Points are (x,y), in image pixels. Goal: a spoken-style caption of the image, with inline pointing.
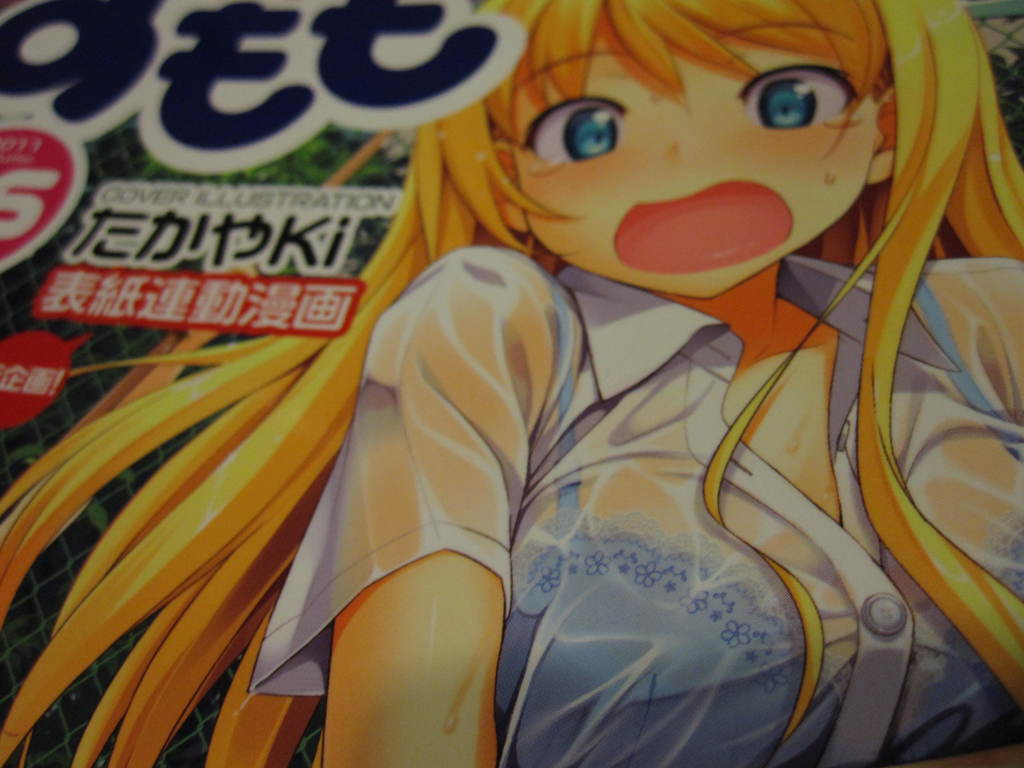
In this image we can see a cartoon (629,218) on the magazine cover (285,318).
